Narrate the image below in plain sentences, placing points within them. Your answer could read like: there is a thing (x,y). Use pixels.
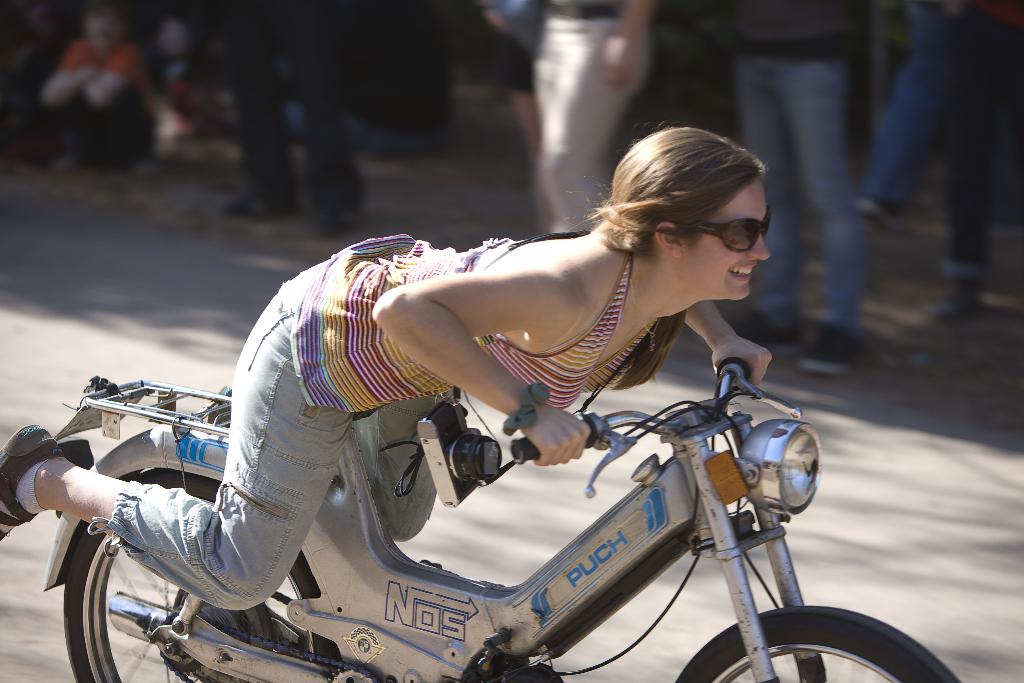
In this picture a woman (667,269) is highlighted leaning forward and riding a bike (381,545). She wore sunglasses (732,236). On the background of the picture (611,72) we can see few persons (280,93) standing and sitting and it's very blur. This is a road (127,341).
